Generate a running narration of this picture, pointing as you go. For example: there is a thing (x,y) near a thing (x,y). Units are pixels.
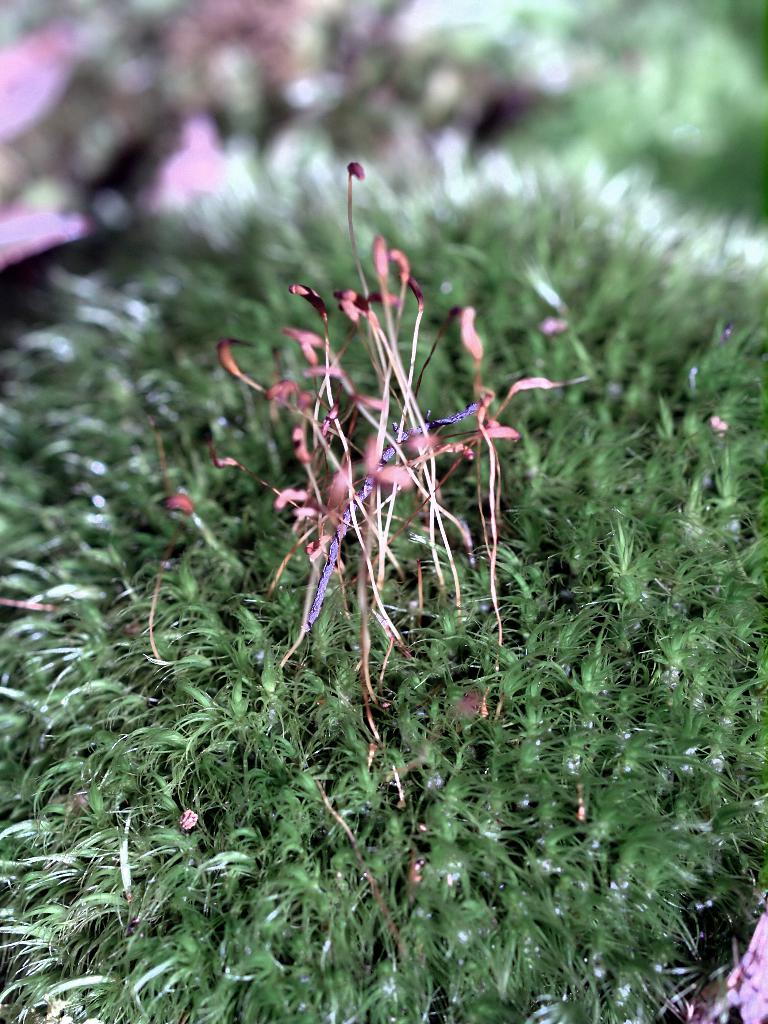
In this image we can see some plants (361,511).
